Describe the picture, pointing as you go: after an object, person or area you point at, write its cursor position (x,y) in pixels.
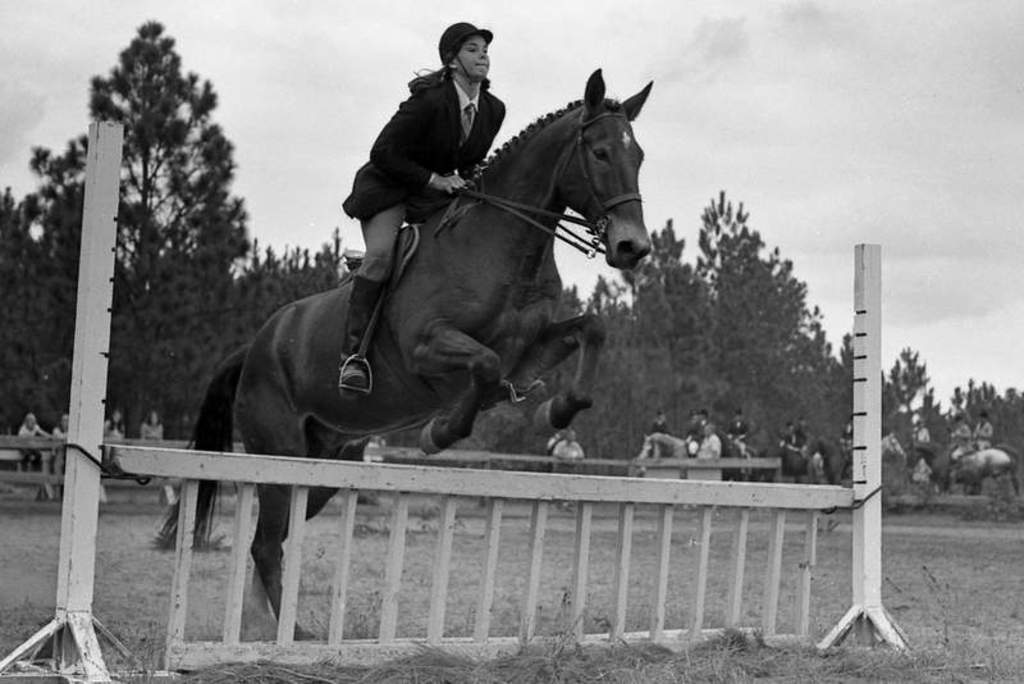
This is a black and white picture. At the top (789,74) we can see sky (368,33). These are trees (15,258). Here we can see one women (434,210) sitting on the horse (335,377) and the horse (512,242) is trying to jump from here. This is a grass area (893,659). Here we can see few persons (921,434) sitting on the horses (826,460) and few persons (64,439) standing over here.
